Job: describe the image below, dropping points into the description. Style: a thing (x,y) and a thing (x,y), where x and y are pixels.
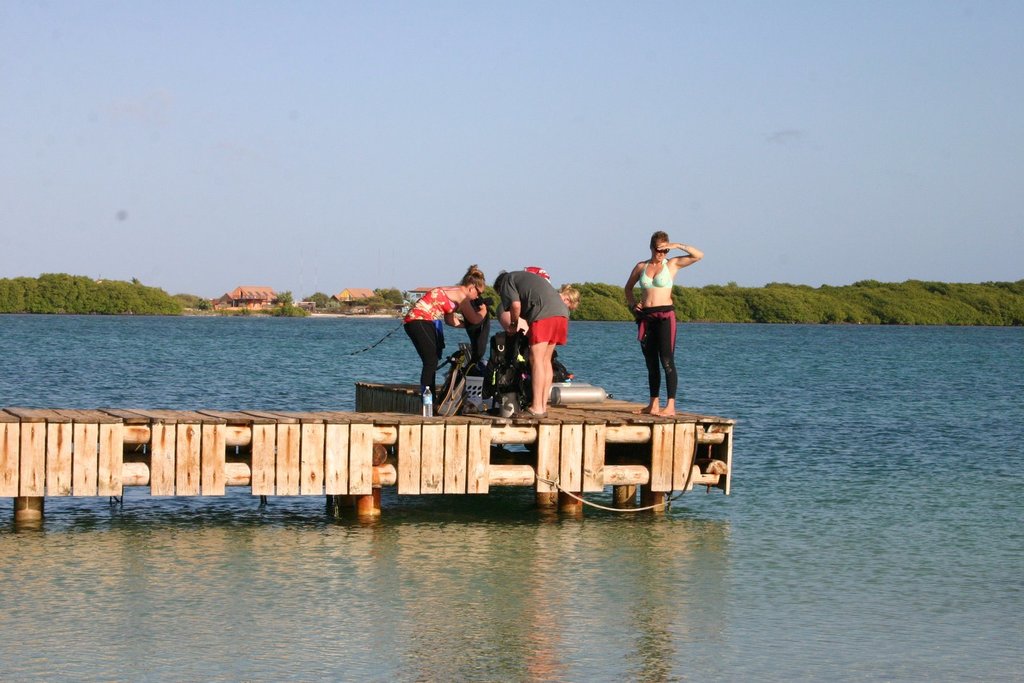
In the center of the image (461,306) we can see some persons (544,362) are standing on a bridge (477,420) and we can see a bottle (425,404), bag (512,389), cylinder (573,392) and some objects (525,390). In the background of the image (86,389) we can see the water (173,359). In the middle of the image (614,306) we can see the buildings (413,293), trees (838,317). At the top of the image (840,89) we can see the sky (810,88).
